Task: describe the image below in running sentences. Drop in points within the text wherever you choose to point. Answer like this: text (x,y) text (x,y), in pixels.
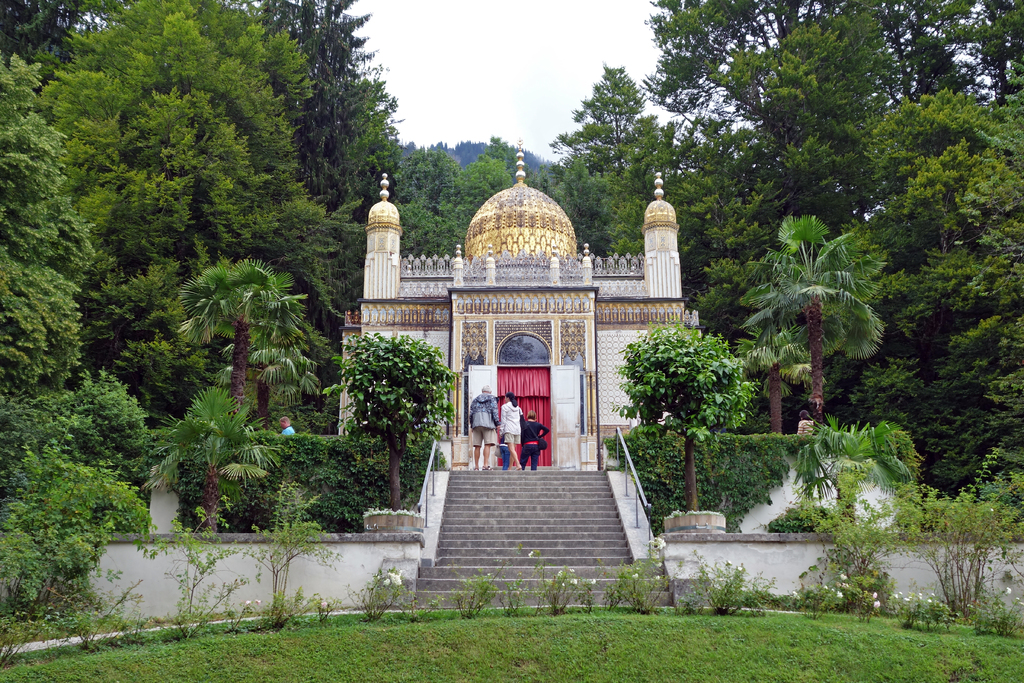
In the image there is an architecture (513,310) and there are few people (526,428) standing in front of the architecture (463,452), around that there are many trees (382,416) and plants (461,593).
